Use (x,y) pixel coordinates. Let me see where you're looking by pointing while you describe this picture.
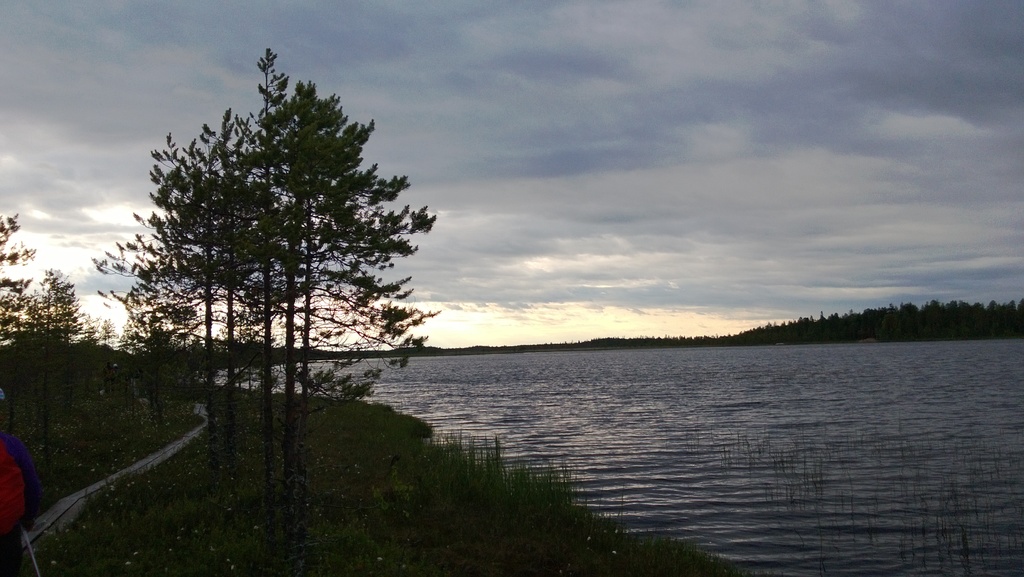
In this image we can see few trees (234,377), plants (177,516), water (852,393) and the sky (630,102) with clouds (359,109) in the background (651,141).
